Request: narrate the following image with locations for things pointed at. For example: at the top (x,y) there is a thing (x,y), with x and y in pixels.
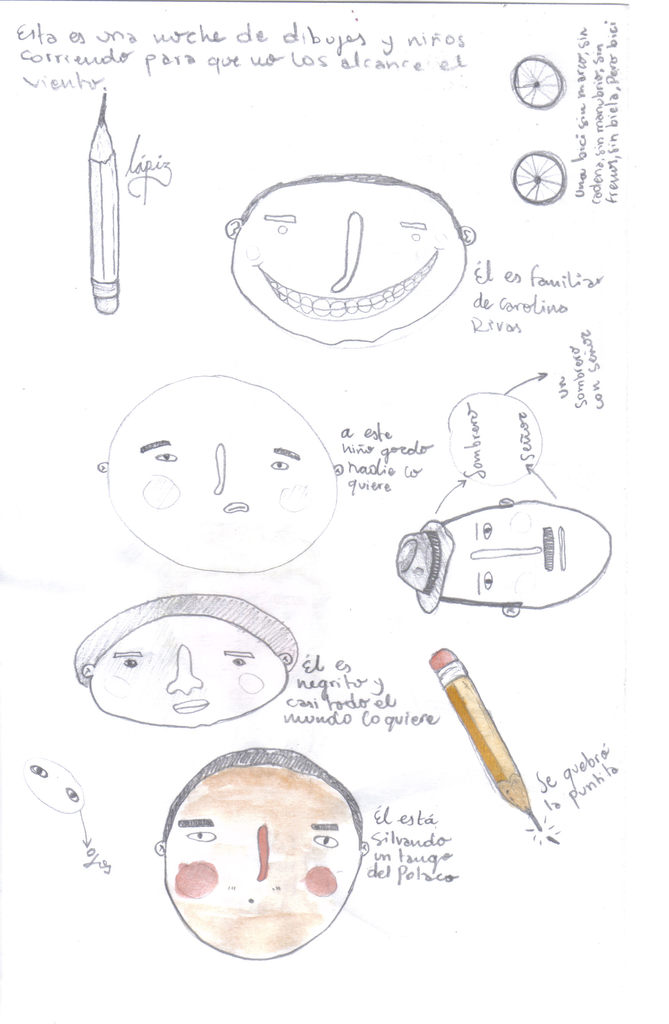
In this picture we can see few drawings (285,291) on the paper (436,438).
